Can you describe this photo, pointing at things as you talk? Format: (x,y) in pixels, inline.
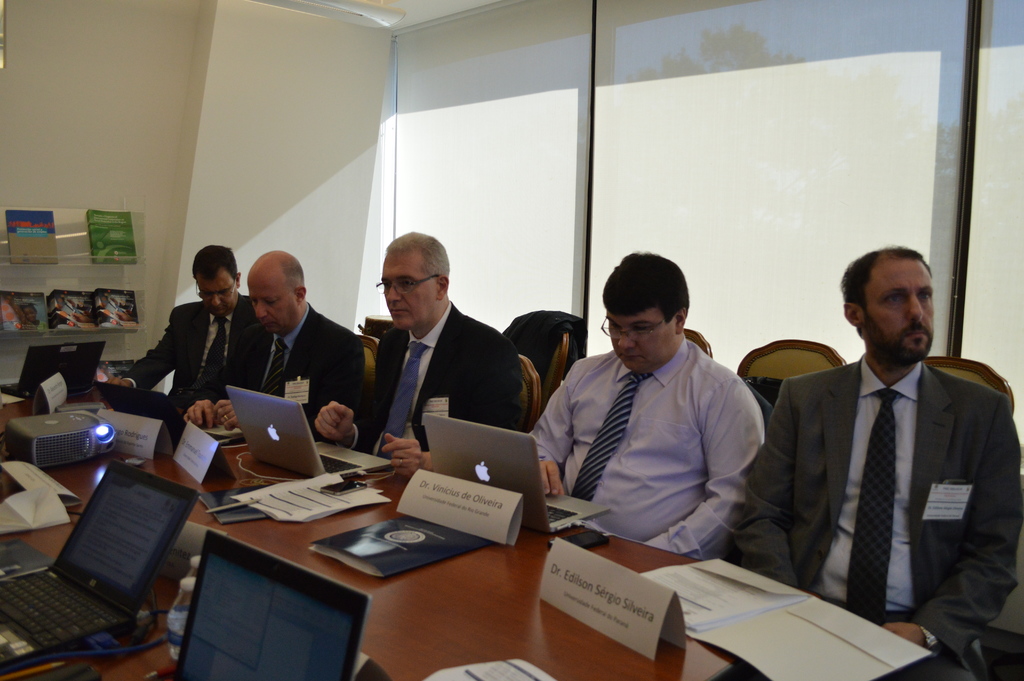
in a room (466,207) there are many people (442,253) sitting on the chair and working laptop (295,573) which is present on the table (389,481) in front of them.
